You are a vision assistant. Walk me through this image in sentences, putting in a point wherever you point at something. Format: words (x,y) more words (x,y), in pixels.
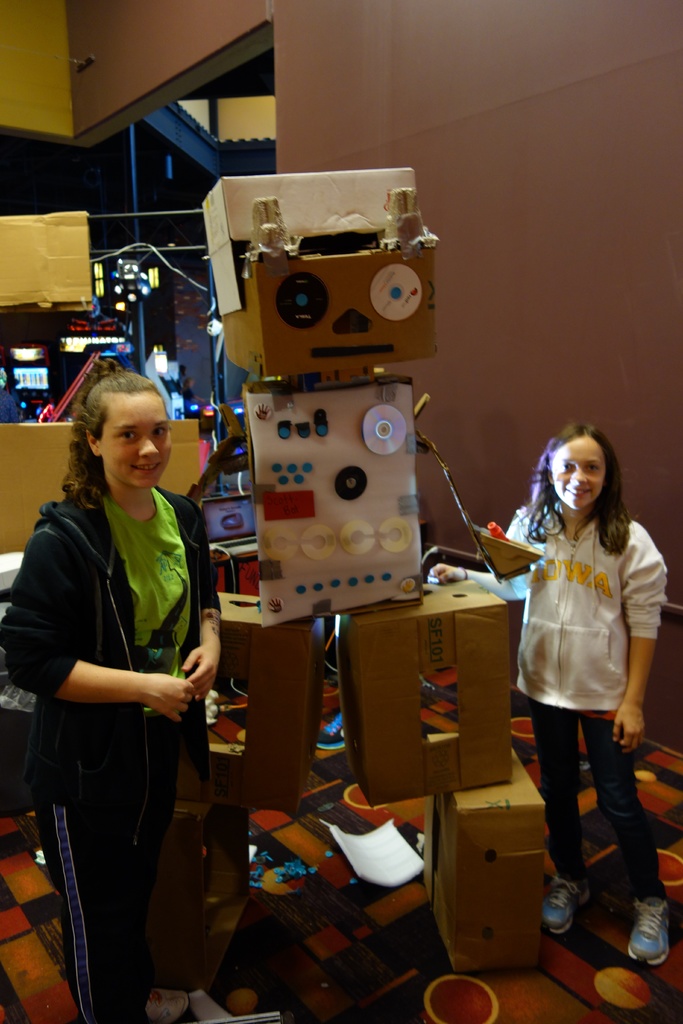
2 girls (602,605) are standing. A robot (409,684) is present made up of cartons (223,212) and CDs (379,416). There is a wall (545,360) at the back (499,202).
